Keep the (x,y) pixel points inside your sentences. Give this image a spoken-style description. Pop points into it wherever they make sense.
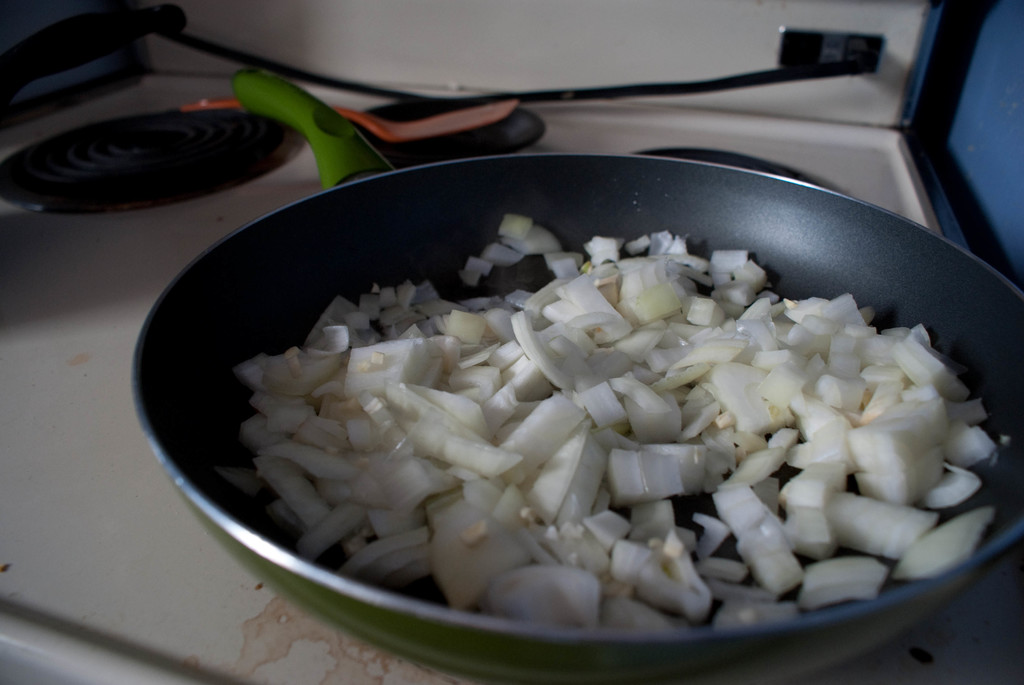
In the image in the center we can see one stove (134,181). On the stove (103,200), we can see spatula (475,115), pan (599,194), onion slices (761,395) and few other objects (465,140).
